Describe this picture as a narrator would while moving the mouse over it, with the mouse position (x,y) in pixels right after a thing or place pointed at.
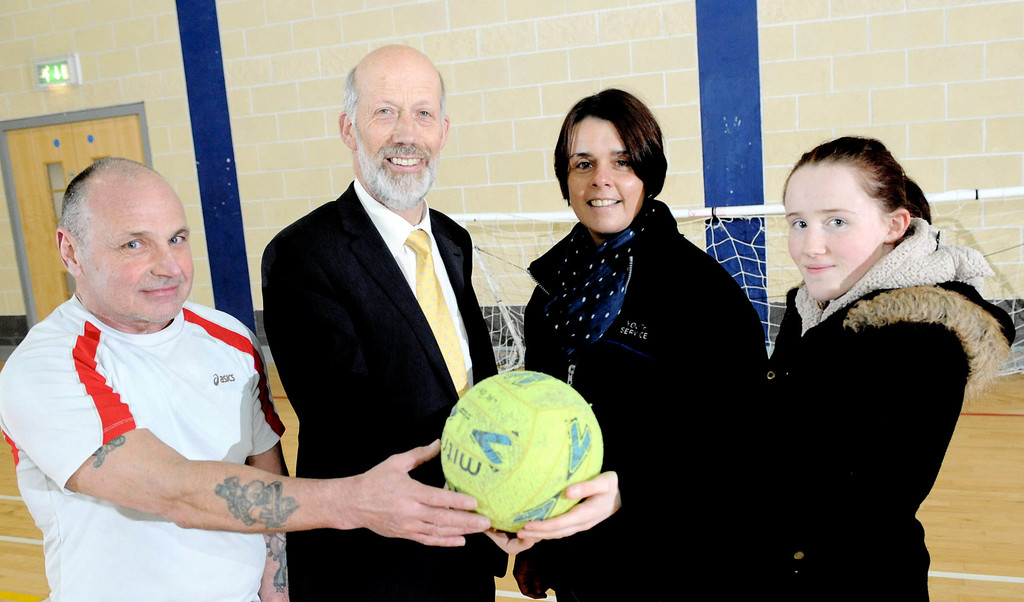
There are four persons (407,318) holding a green ball (523,451) and the background wall (529,30) is creme in color.
